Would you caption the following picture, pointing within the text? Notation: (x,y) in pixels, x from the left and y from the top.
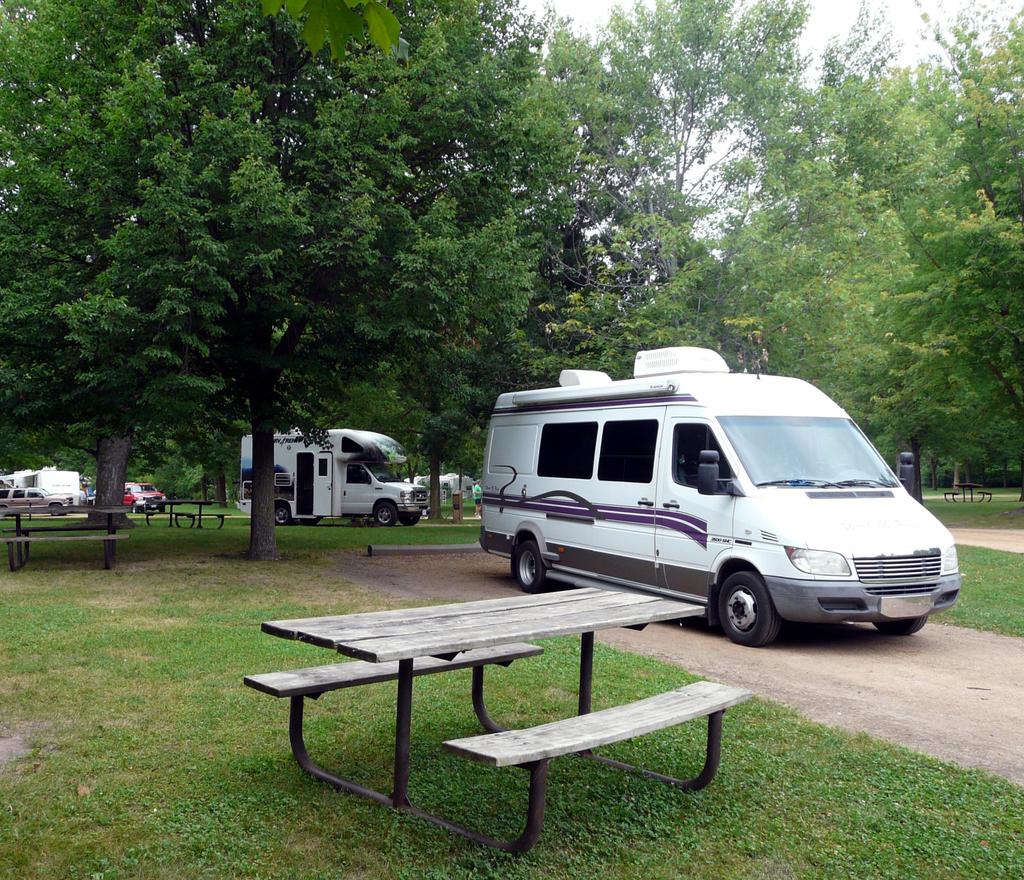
In this picture we can see a bench (261,683) in the grass (187,707), vehicles (574,449) and couple of trees (316,282).
